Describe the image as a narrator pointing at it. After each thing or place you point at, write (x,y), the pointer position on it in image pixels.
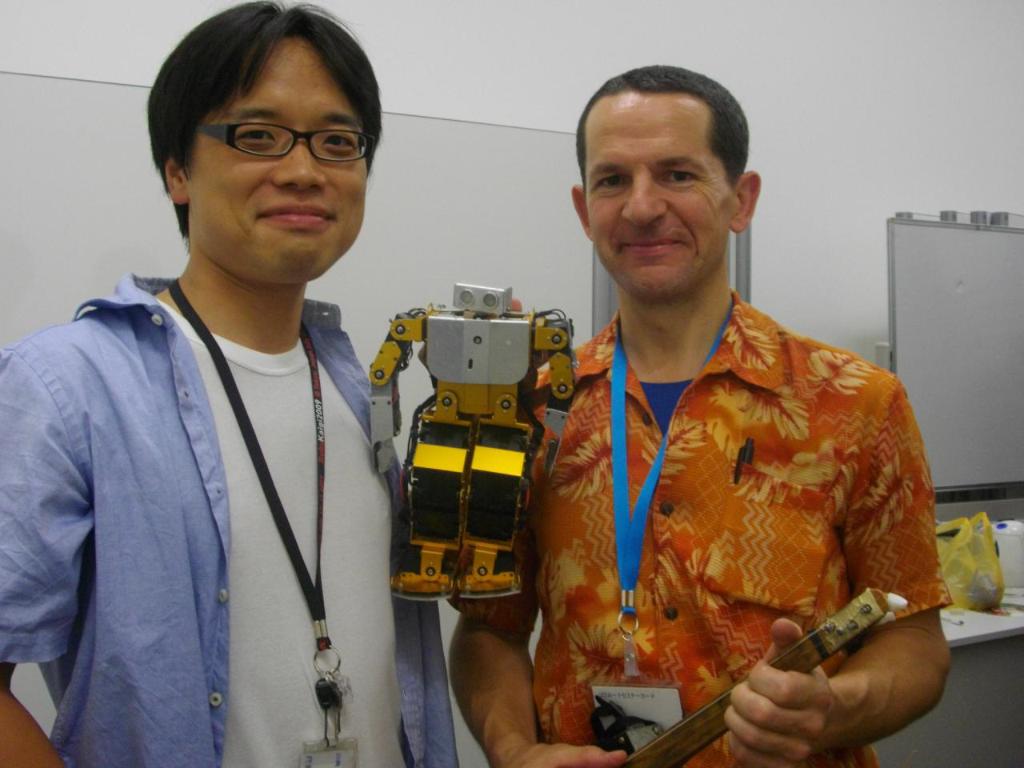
In this picture we can see two men (396,647) wore id cards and standing, holding toys (818,643) with their hands (805,675), smiling and at the back of them we can see a plastic cover (969,556), pens (994,613) and some objects (1008,546) on a table (946,628), boards (941,483) and the wall (810,159).
